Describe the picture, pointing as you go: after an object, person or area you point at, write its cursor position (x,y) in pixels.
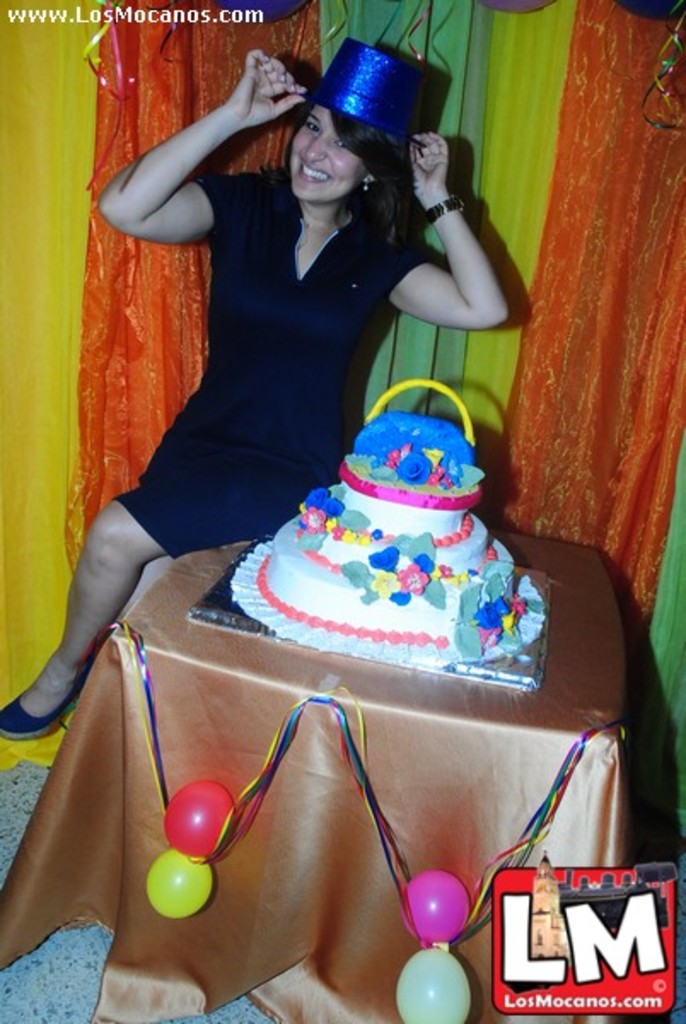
In this image we can see there is a woman (299,301) smiling and wearing a hat (407,118). There is a cake (353,618) on the table (357,763). There is a cloth (440,788). There are balloons (210,878) and curtains (600,236).
